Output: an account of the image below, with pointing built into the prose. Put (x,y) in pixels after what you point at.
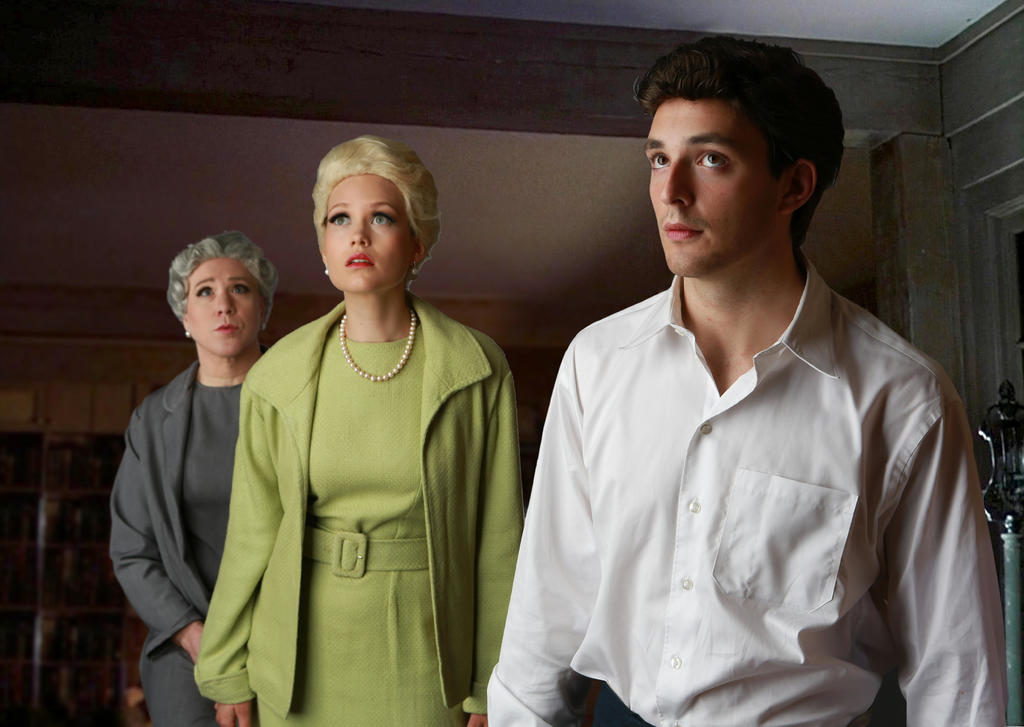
This picture shows an inner view of a room (509,151). We see a man (733,464) and a couple of woman (508,398) standing and man (689,619) wore white shirt (655,580) and women (315,487) wore green color dress (375,676) and another women (138,569) wore grey color dress (220,473).
